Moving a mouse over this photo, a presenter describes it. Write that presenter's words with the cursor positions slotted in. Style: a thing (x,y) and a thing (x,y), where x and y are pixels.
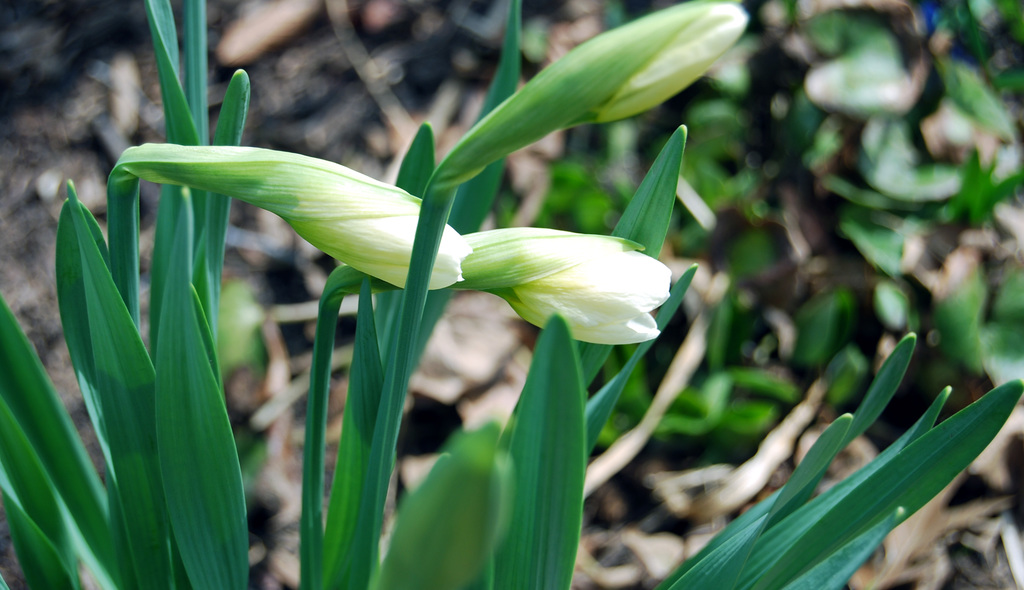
In this image we can see plants (369,509) and flowers (560,259).
